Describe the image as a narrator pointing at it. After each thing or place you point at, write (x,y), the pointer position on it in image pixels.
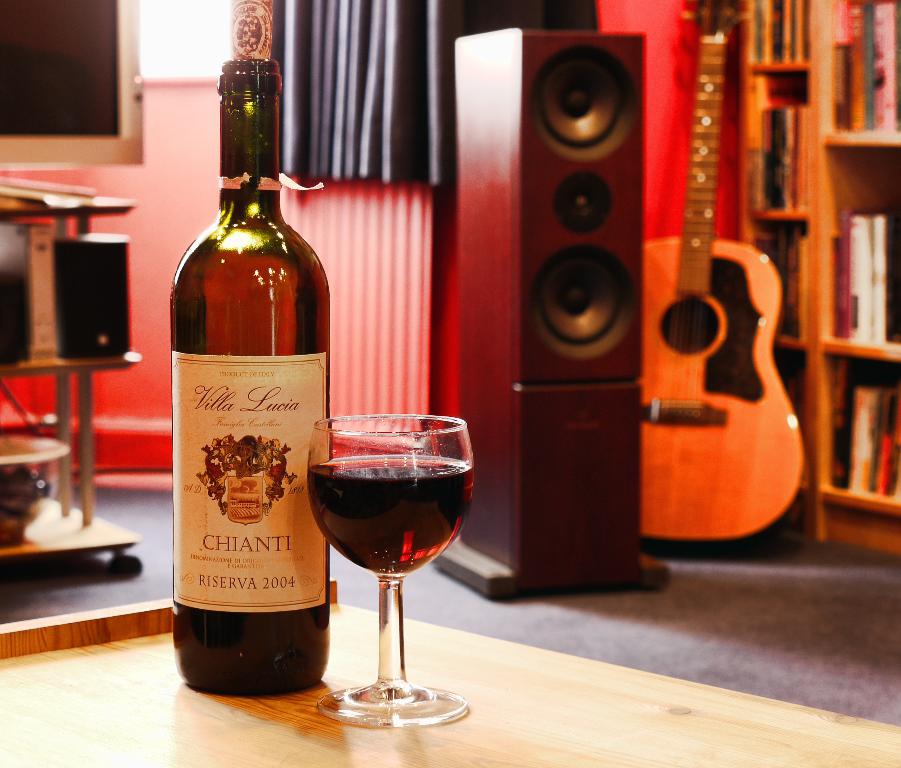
There is a wine bottle (274,326) and a wine glass (369,555) on a wooden plank (397,750). On the floor (722,639) there is a carpet (771,624). There is a speaker (580,451) beside a guitar (696,388). On the right hand side (815,215) there is shelf (815,184) with books (856,439). On the left side (61,116) there is a desktop (48,114) on a desktop stand (90,514). There is speakers (92,335). Here there is window (203,49). This is the curtain (382,148) a blue curtain (397,152).
